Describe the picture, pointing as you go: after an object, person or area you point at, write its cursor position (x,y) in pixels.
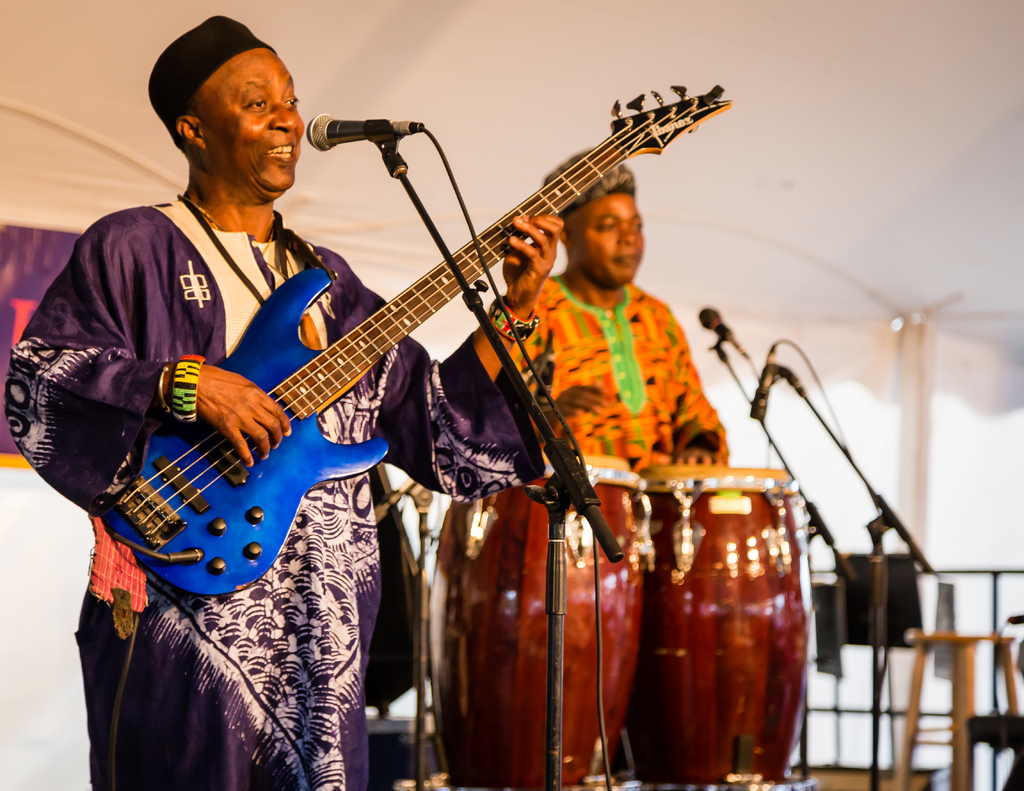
In this image I can see two people (488,419) are playing the musical instruments (527,552).
